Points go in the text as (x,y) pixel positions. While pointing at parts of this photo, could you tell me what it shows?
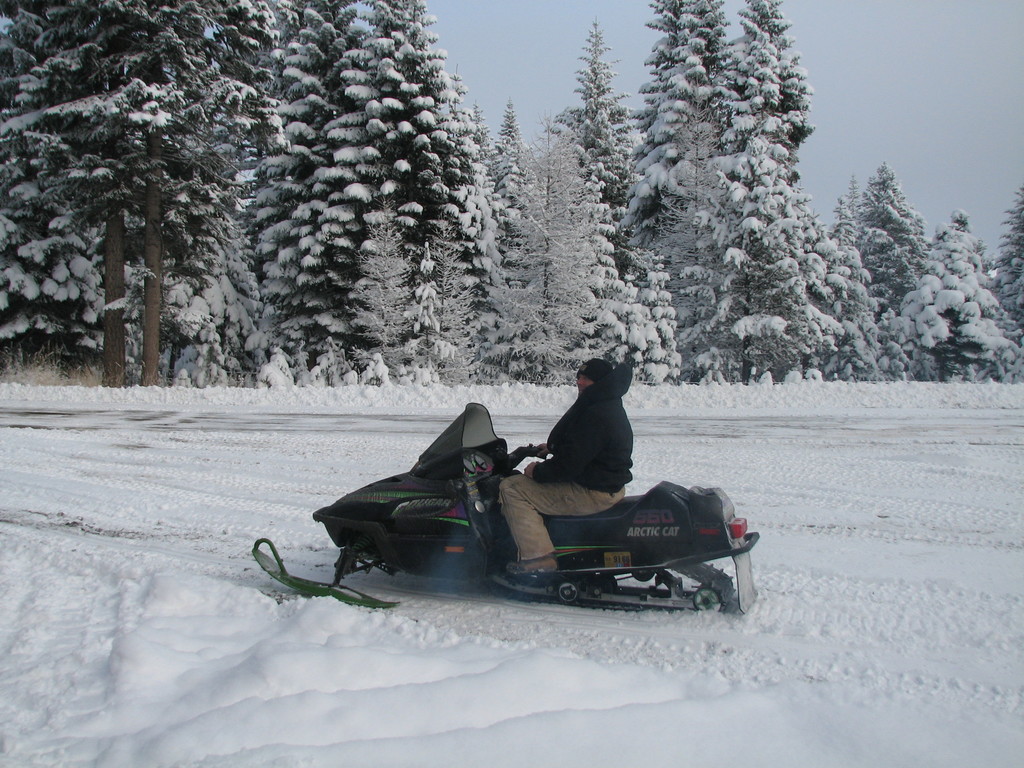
In this picture, we can see a person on a vehicle (669,513), we can see the ground (676,474) covered with snow (33,463), trees (477,151), and the sky (1002,196).
